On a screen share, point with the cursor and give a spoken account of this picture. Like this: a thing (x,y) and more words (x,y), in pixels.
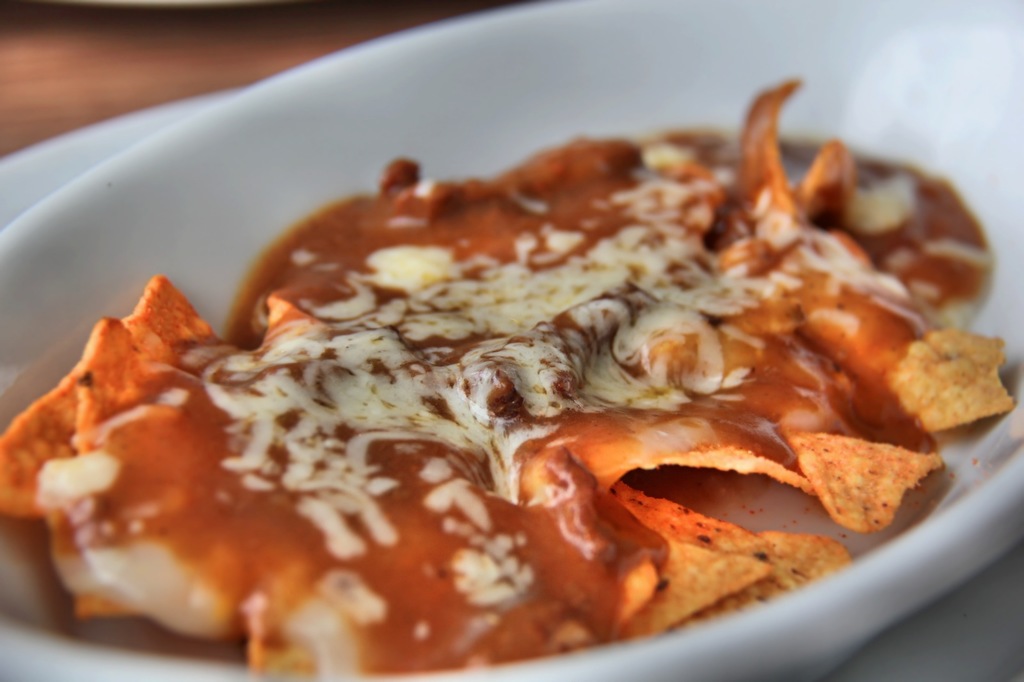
In this image there is a food item (555,343) placed in a bowl (994,469).
